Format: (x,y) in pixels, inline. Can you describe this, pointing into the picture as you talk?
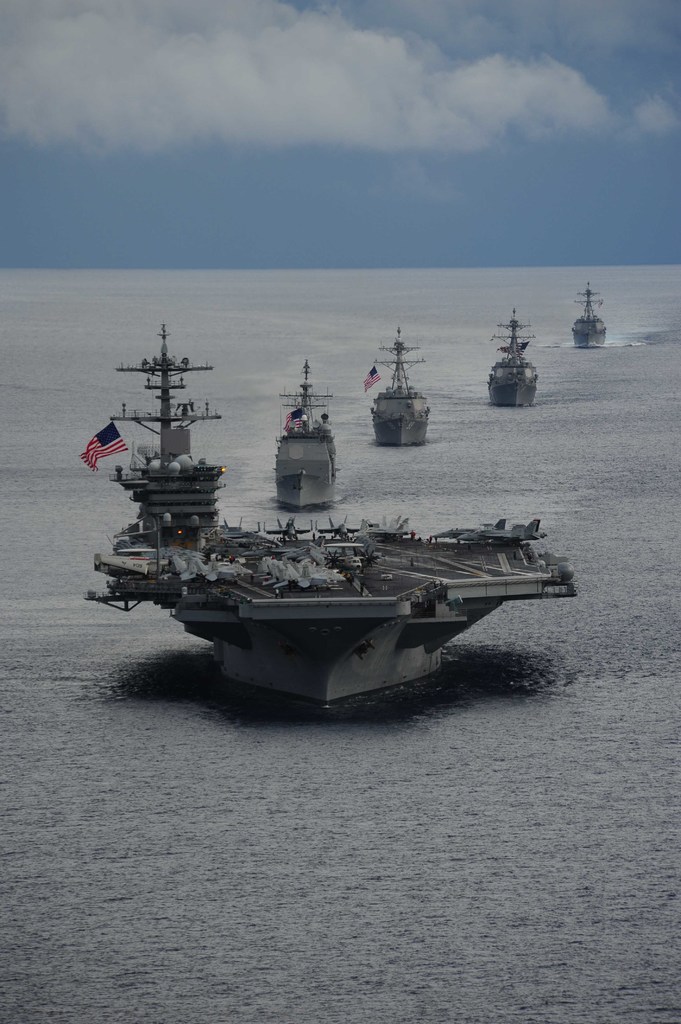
In this picture I can observe ships (215,471) sailing in the ocean (129,834). These ships (315,480) are in grey color. In the background (299,193) there is a sky (289,161) with some clouds (364,106).
